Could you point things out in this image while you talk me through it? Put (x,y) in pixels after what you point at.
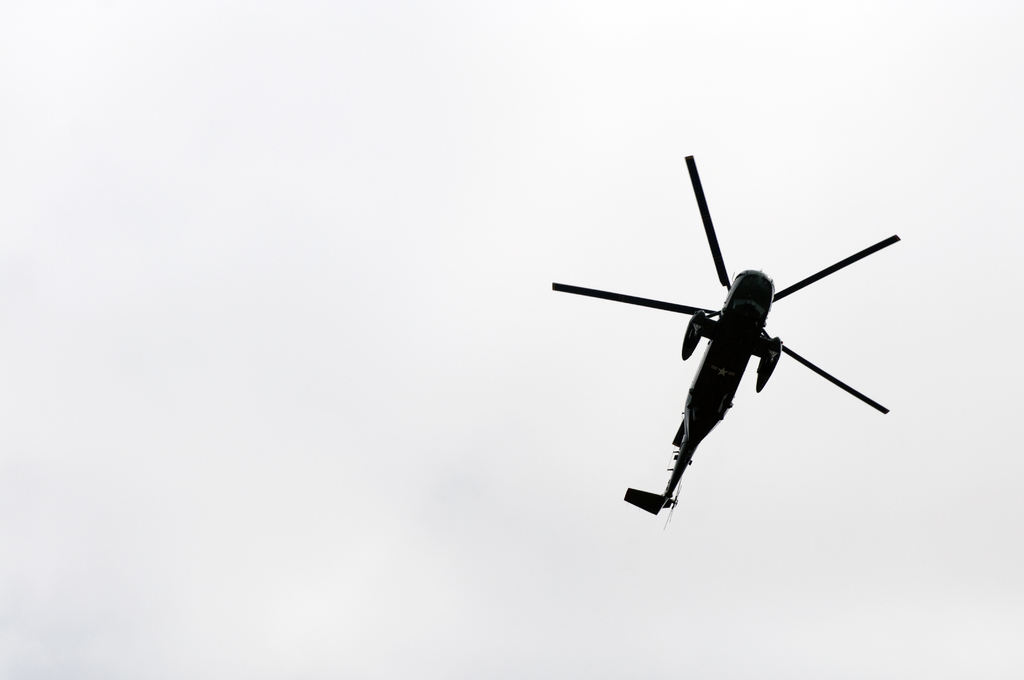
In this image we can see an aircraft (716,358). There is a sky (751,361) in the image.
